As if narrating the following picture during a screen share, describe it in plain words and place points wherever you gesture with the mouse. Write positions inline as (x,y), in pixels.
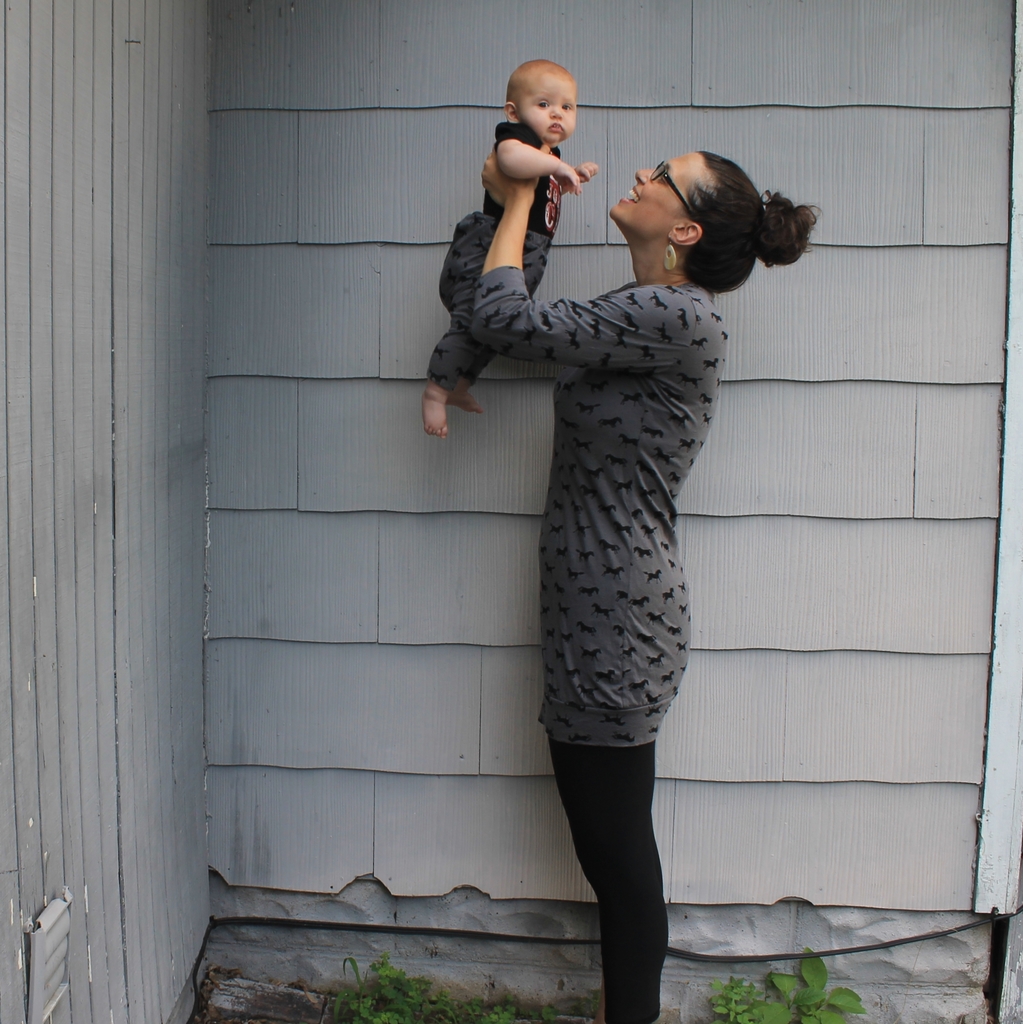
In this image we can see a woman (621,329) is standing and holding baby (473,254) in her hand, she is wearing grey color top (593,342). Behind her grey color wall (210,140) is there. Bottom of the image (402,988) small plants (787,1013) are present. The baby (542,123) is wearing black color t-shirt (541,215).
